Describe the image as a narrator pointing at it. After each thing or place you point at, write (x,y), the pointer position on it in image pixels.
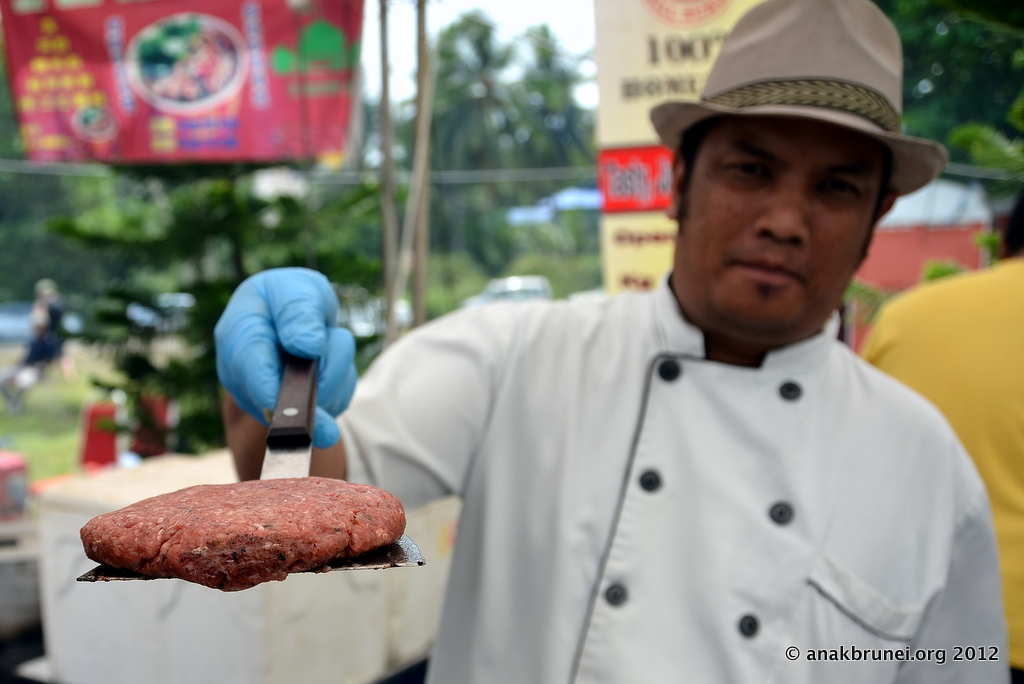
In the picture we can see a chef (712,629) standing and holding a spatula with a raw meat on it and the chef (954,624) is with white shirt (477,541) and blue color glove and hat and behind him we can see another man (936,348) standing he is with yellow shirt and in the background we can see some plants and trees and sky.
